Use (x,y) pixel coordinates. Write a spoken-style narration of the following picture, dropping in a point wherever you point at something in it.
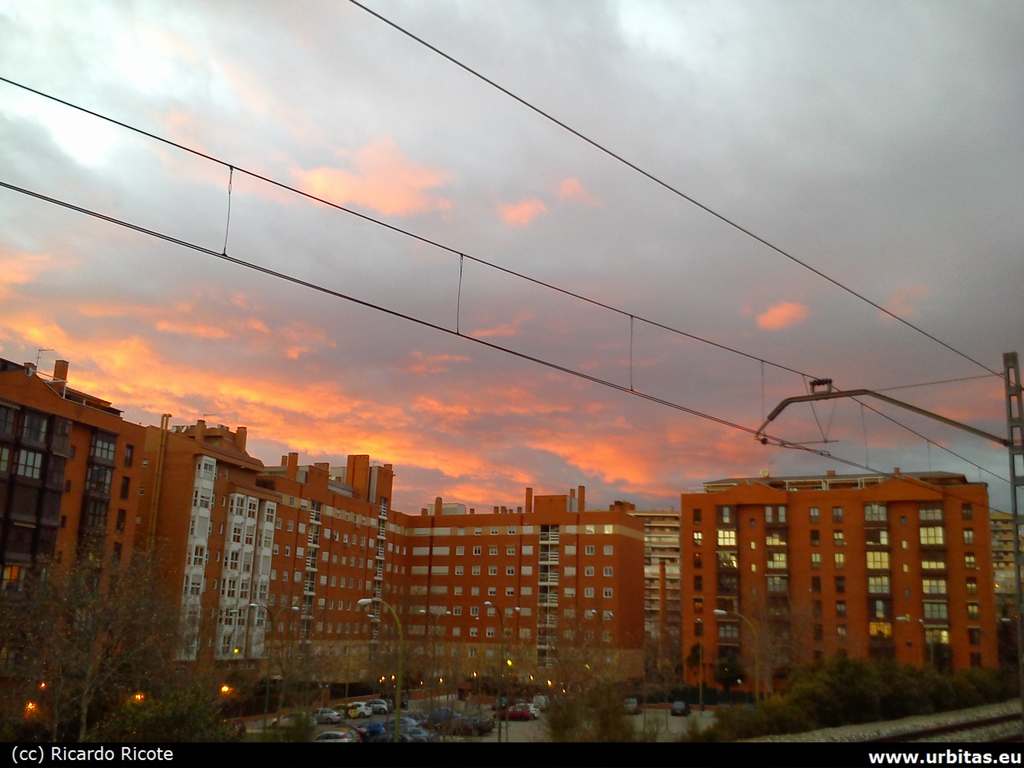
In this image we can see some buildings (563,619), in front of the buildings (346,676) there are some vehicles (540,702) and trees (901,676). At the top of the image (173,239) there are some cables (896,424) attached to the utility pole (1013,451). In the background (388,297) there is a sky (707,185).
